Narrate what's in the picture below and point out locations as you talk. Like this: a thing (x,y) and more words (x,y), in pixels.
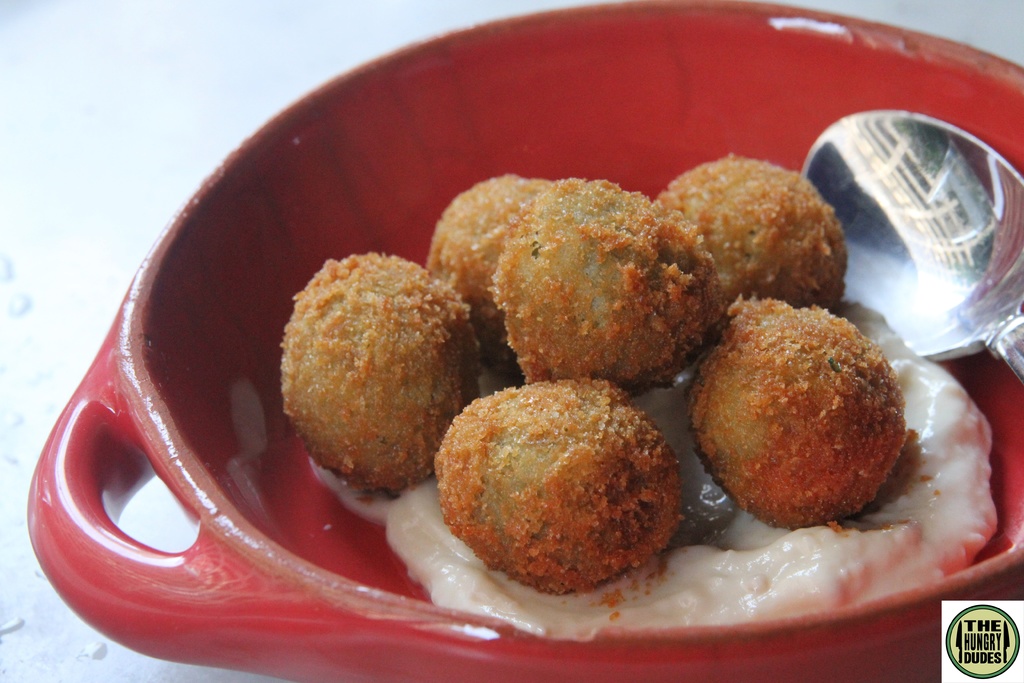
In the center of the image (488,382) we can see a bowl (261,403) of food item (745,373) with spoon (956,268) are there.
